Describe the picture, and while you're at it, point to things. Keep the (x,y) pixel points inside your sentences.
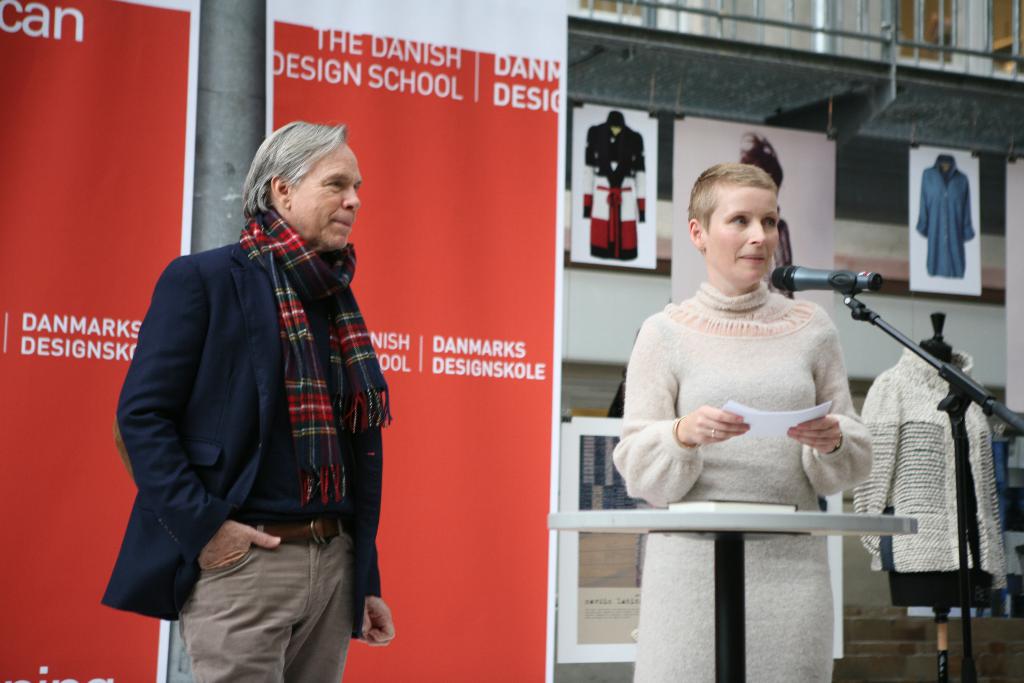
On the right side of the image (794,494) we can see a lady (766,437) standing and holding papers (793,411) in her hand (745,424). There is a mic (827,282) placed on the stand (989,406). At the bottom (876,522) there is a podium (736,560). On the left (279,572) there is a man (320,469). In the background (376,40) there are boards (376,40) and a wall (679,106).
